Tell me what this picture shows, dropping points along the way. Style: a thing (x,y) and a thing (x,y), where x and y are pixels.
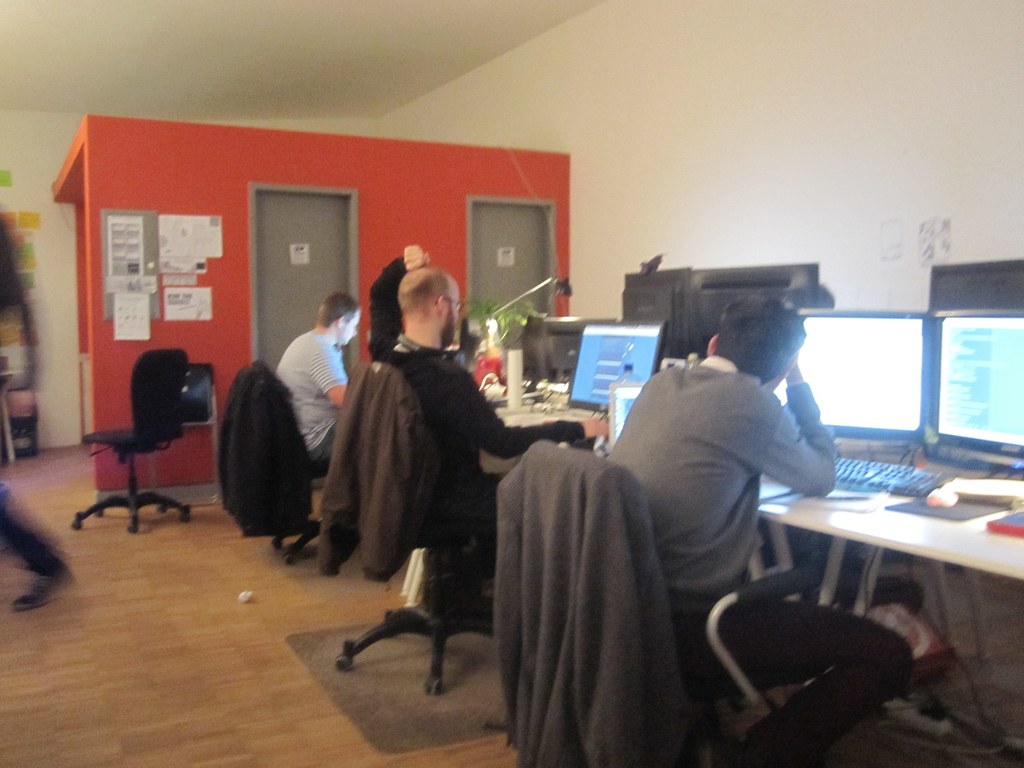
This is the picture of a room (76,606) with three people (387,320) sitting on chairs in front of the desk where we have systems (817,336) and some things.
